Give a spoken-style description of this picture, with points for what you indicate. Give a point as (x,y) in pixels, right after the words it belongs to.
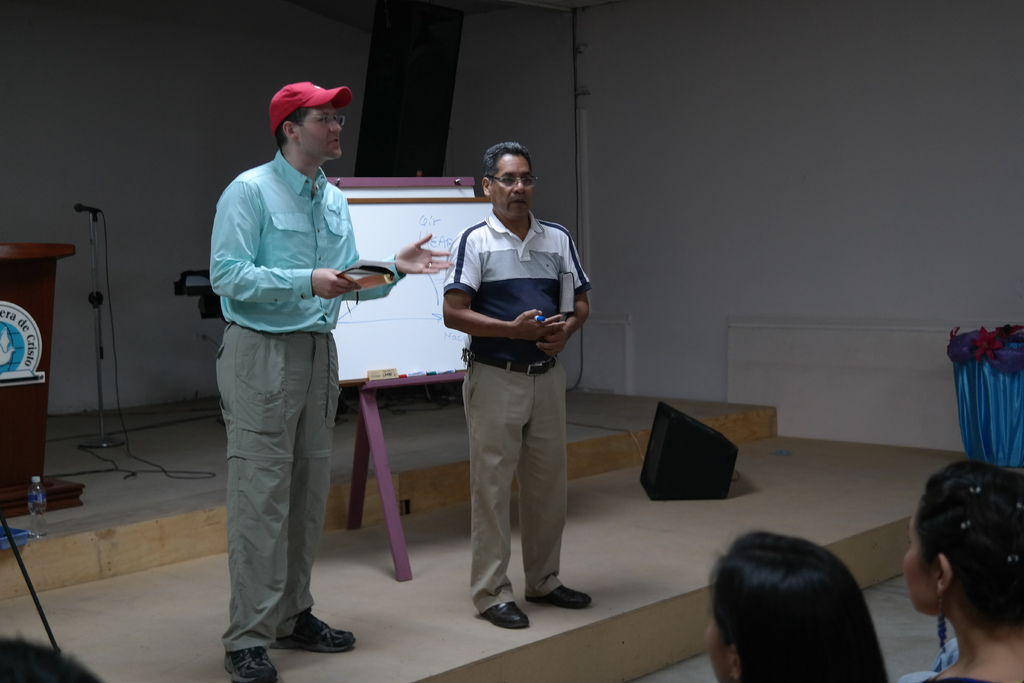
In this image there are two persons (796,541), and at the background (357,381) there is a speaker (390,76), board (345,346) on the stand (375,386), duster (375,381), markers (446,372), two persons (510,320) standing and holding some objects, water bottle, mike (82,206) with a stand (100,414), wall (193,130), podium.
